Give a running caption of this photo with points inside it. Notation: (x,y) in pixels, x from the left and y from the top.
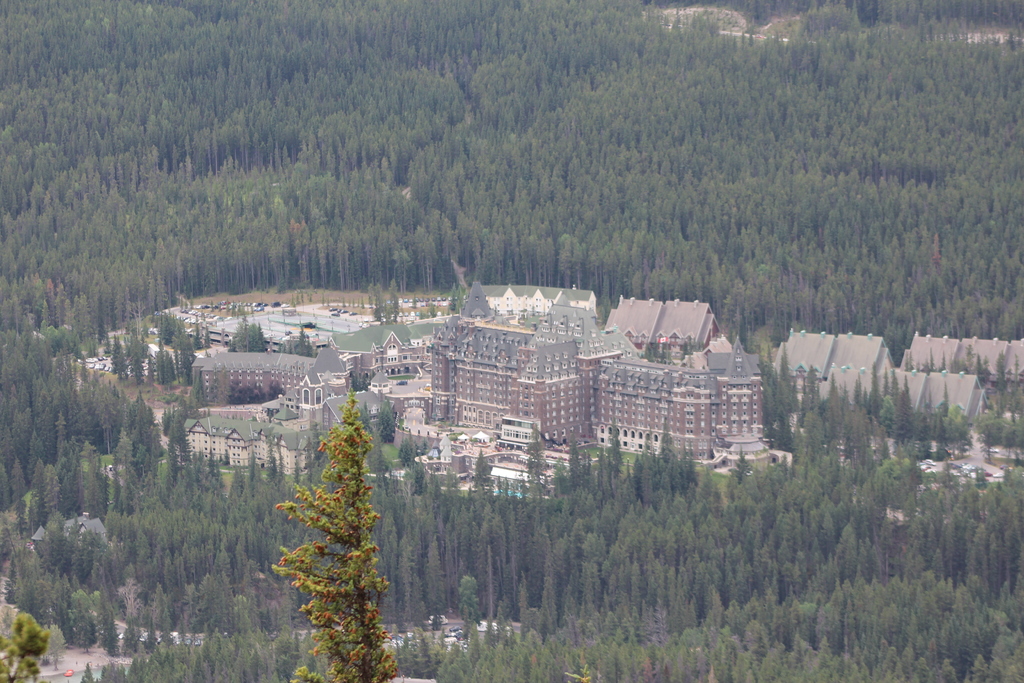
This image consists of many trees (343,137) and plants (371,494). In the middle (513,384), there is a fort (474,379) along with walls (538,384) and roof (495,351). It looks like it is clicked from a plane.
